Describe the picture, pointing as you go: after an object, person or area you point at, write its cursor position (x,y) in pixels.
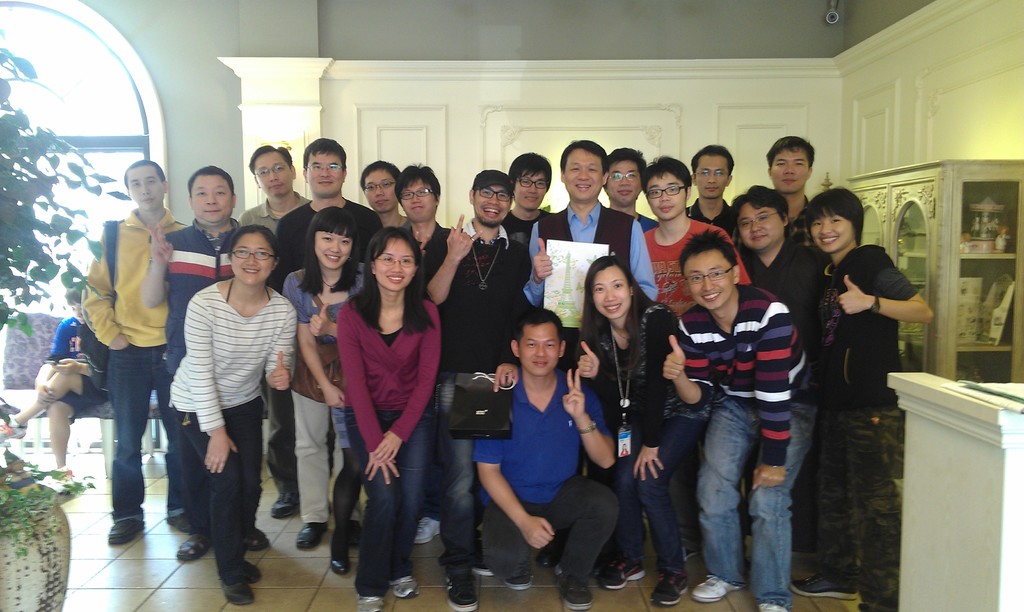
In the picture we can see a group of boys and girls (604,276) are standing and beside them, we can see some showcase rack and on the other side, we can see some plants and one person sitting on the chair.
